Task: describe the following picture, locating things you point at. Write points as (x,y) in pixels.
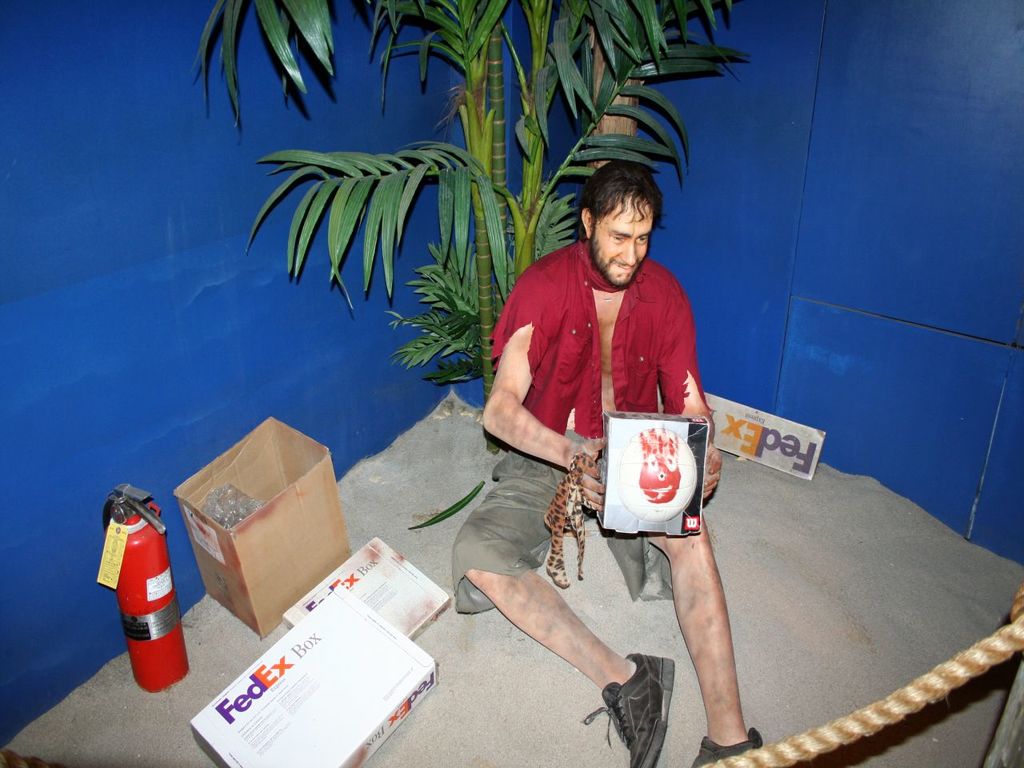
In this image I can see a person (488,545) sitting on the ground (448,673), at the bottom (281,547) I can see two FedEx boxes (435,678), cylinder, carton box (185,488), background (335,339) is blue, there is a plant (485,379) in the middle (432,289).
